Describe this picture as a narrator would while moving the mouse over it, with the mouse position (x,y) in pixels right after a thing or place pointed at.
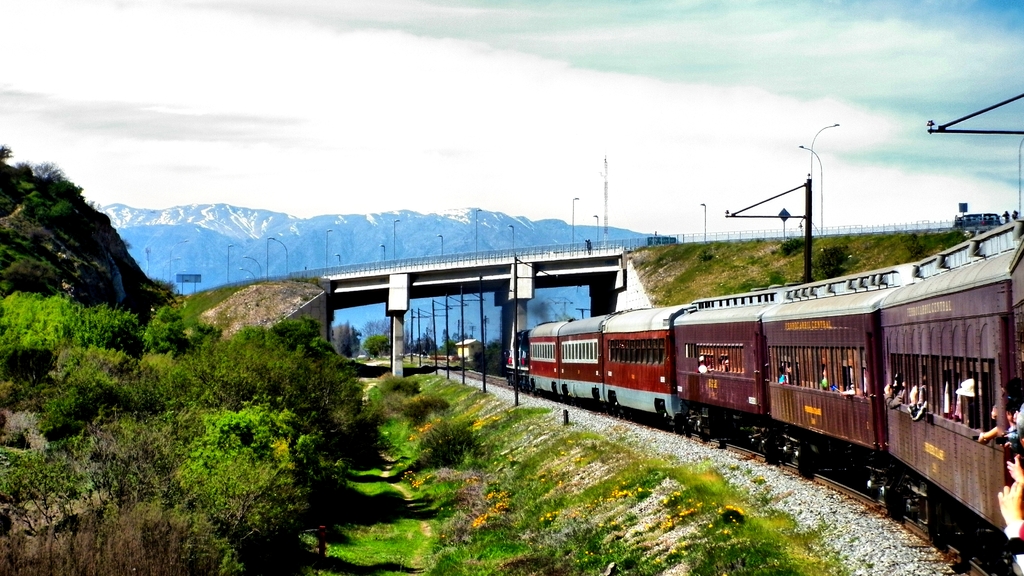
In the foreground of this image (699,379), on the right (844,385), there is a train (844,385) moving on the track (860,496). On the left (248,449), there is greenery (266,490). In the background (422,268), there is a bridge (584,266), few poles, mountains (338,228) and the sky (517,86).
